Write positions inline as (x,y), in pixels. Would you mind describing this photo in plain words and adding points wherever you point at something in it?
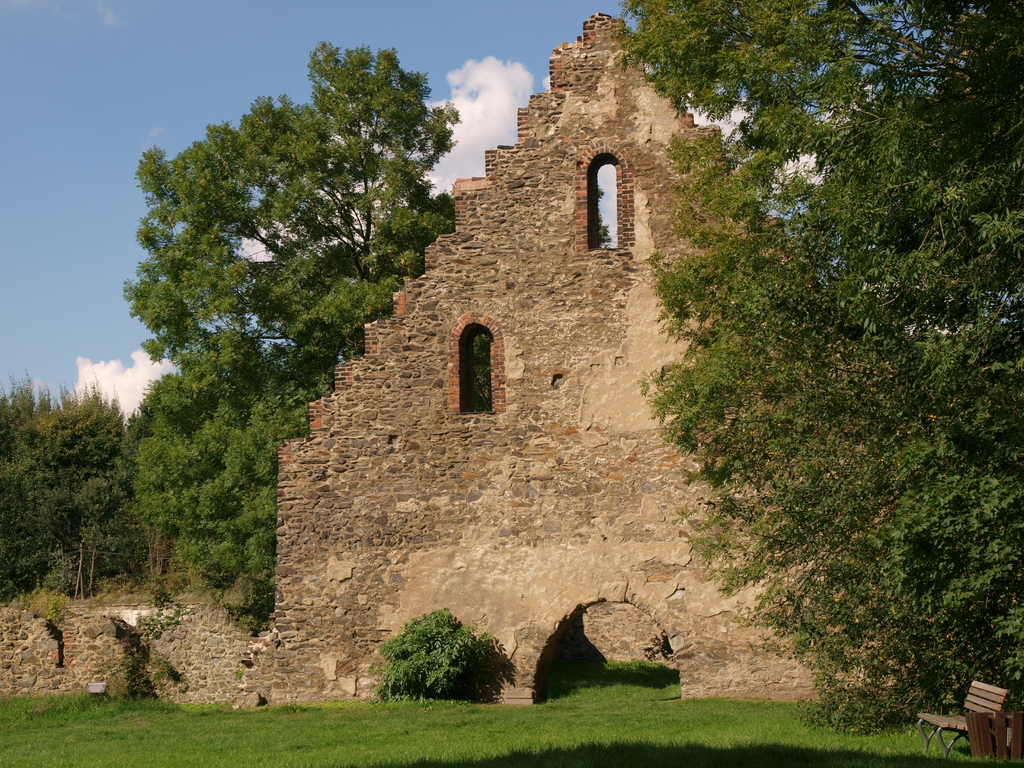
In the center of the image (464,391) we can see building (461,475). On the right (795,289) and left side of the image (217,388) we can see trees (805,650). At the bottom of the image (402,640) we can see tree (383,668) and grass (402,746). In the background (122,102) we can see clouds (502,123) and sky (126,73).
